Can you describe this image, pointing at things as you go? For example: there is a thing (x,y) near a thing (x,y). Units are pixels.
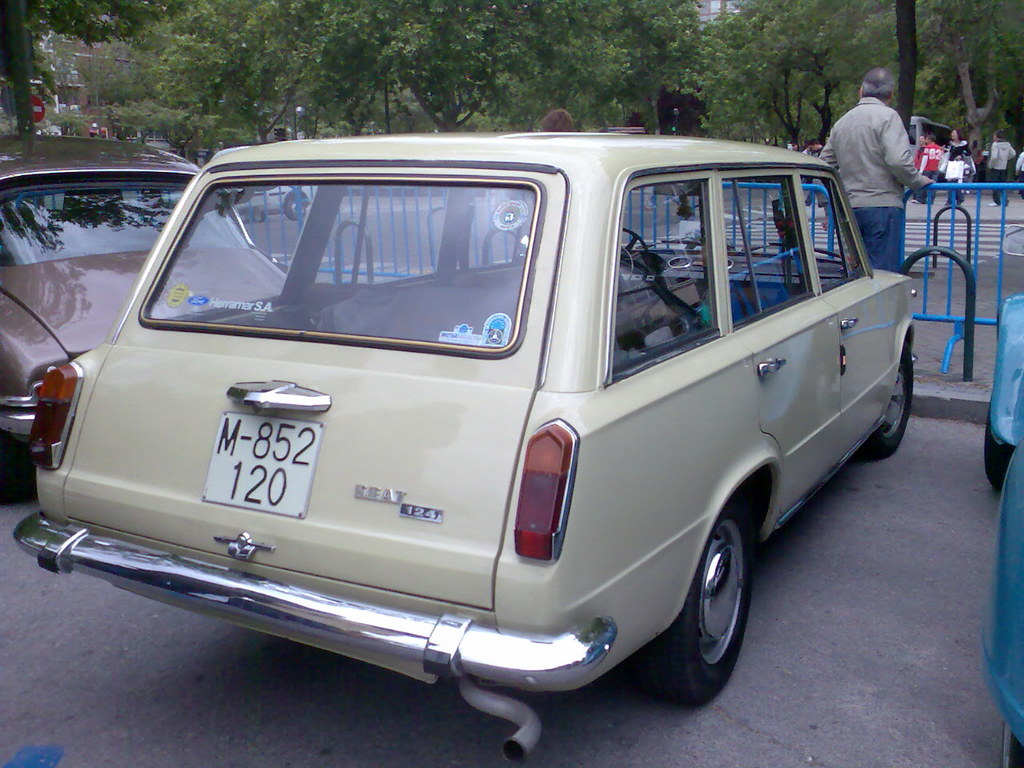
In this image we can see cars (610,317) on the ground (889,463), there is a fencing (791,249), there are group of people (874,119) standing, there is a zebra crossing (921,261), at the back (817,129) there are many trees (154,47).
